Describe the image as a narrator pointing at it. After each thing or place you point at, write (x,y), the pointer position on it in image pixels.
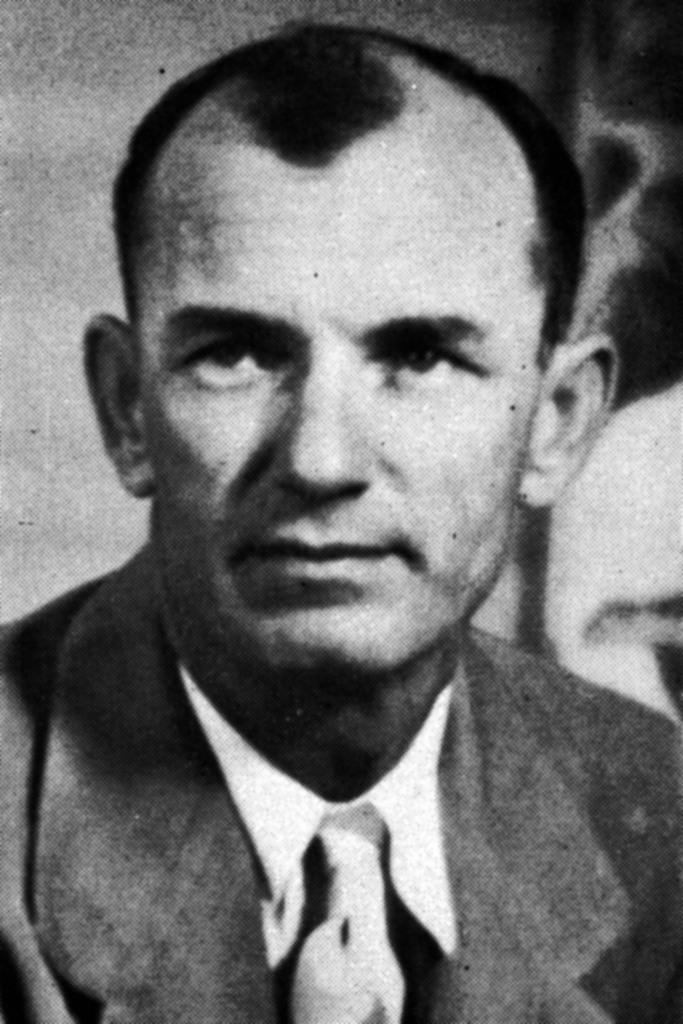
This is a black and white picture of a person (399,694) in a suit (596,716).
